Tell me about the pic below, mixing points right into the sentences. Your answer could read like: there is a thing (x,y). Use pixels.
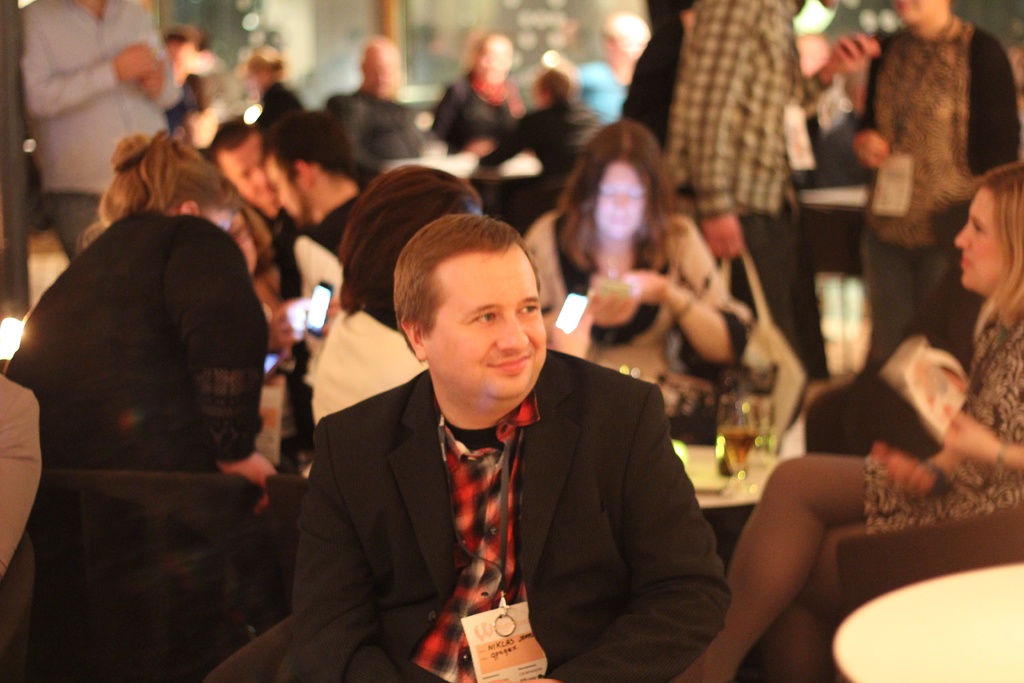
In the center of the image (459,364) we can see one person (554,486) is sitting and he is smiling. At the bottom right side of the image (991,596), we can see one table (982,585). In the background (693,232), we can see a few people (978,472) are sitting and few people (810,334) are standing. Among them, we can see a few people (731,117) are holding smart phones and few people (743,200) are holding some other objects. And we can see chairs (1010,549), one table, wine glasses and a few other objects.
